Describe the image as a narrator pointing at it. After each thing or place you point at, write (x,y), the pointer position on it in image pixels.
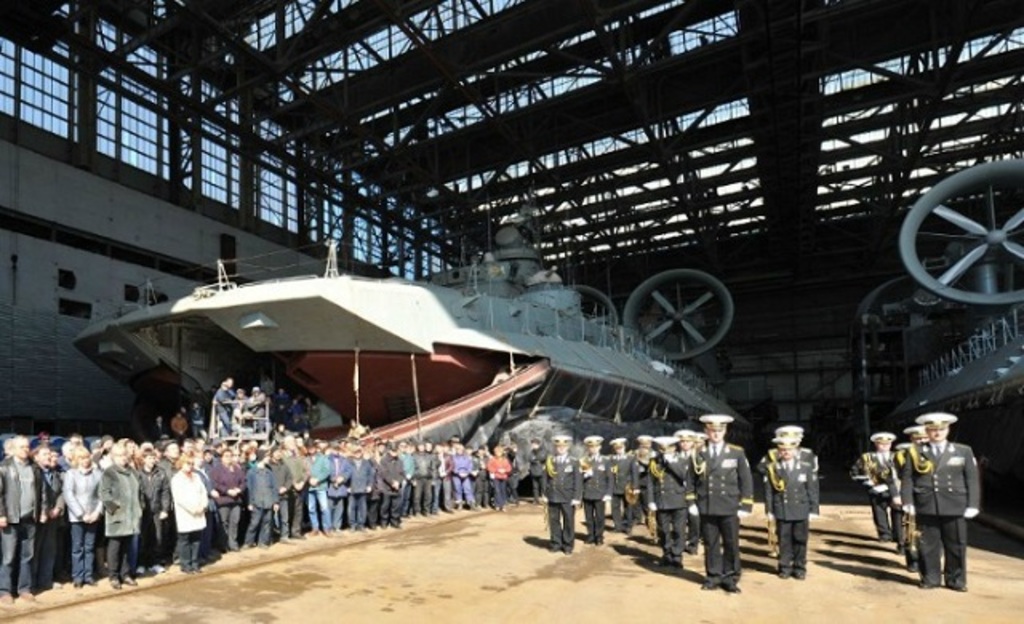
In this image there are a few officers (632,474) standing, behind them there are two ships (499,358), beside them there are a few people (280,480) standing and watching, in the background of the image (79,280) there is a wall (78,266), on top of the image (372,96) there is a rooftop (524,106) with metal rods (406,156).
